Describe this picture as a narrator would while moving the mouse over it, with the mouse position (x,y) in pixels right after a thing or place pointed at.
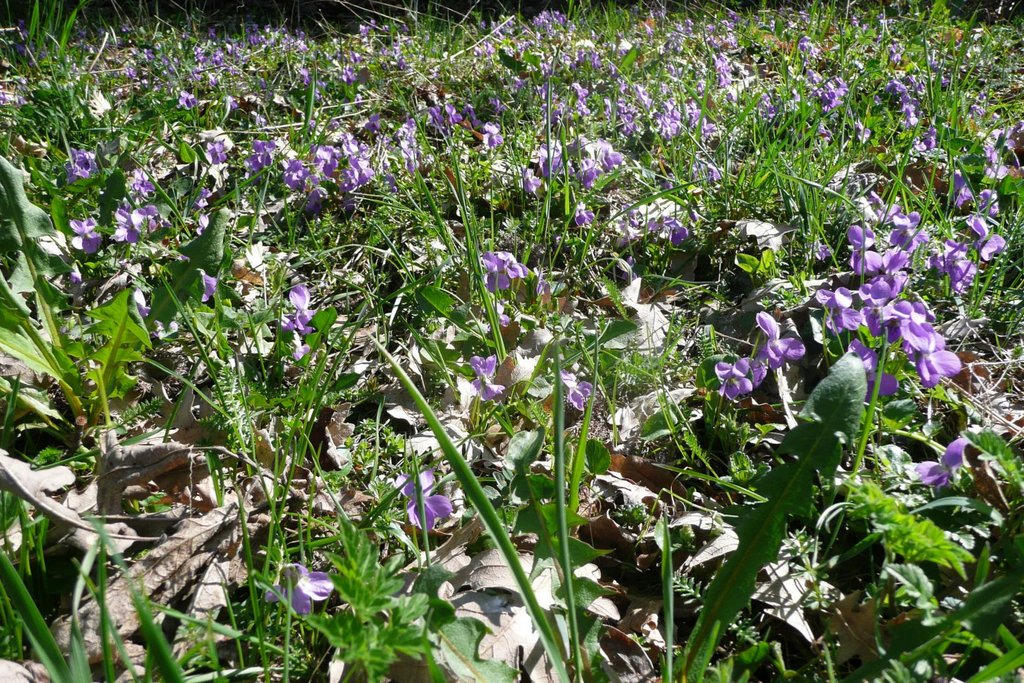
In the image we can see there are flowers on the plant (485,310) and there are dry leaves (121,544) on the ground (290,144).
